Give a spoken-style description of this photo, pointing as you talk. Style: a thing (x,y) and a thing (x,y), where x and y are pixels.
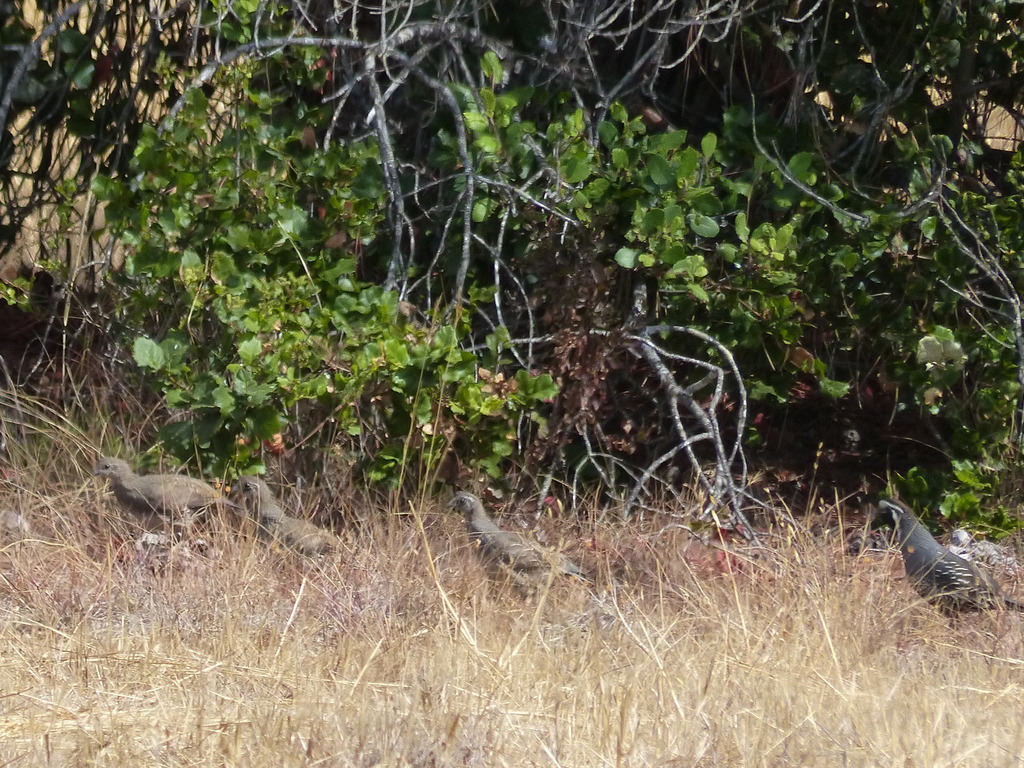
In the picture we can see some dried grass (809,602), and some birds (951,562) standing on it and behind we can see some plants (473,350) and bushes (390,127) with twigs (654,363).
